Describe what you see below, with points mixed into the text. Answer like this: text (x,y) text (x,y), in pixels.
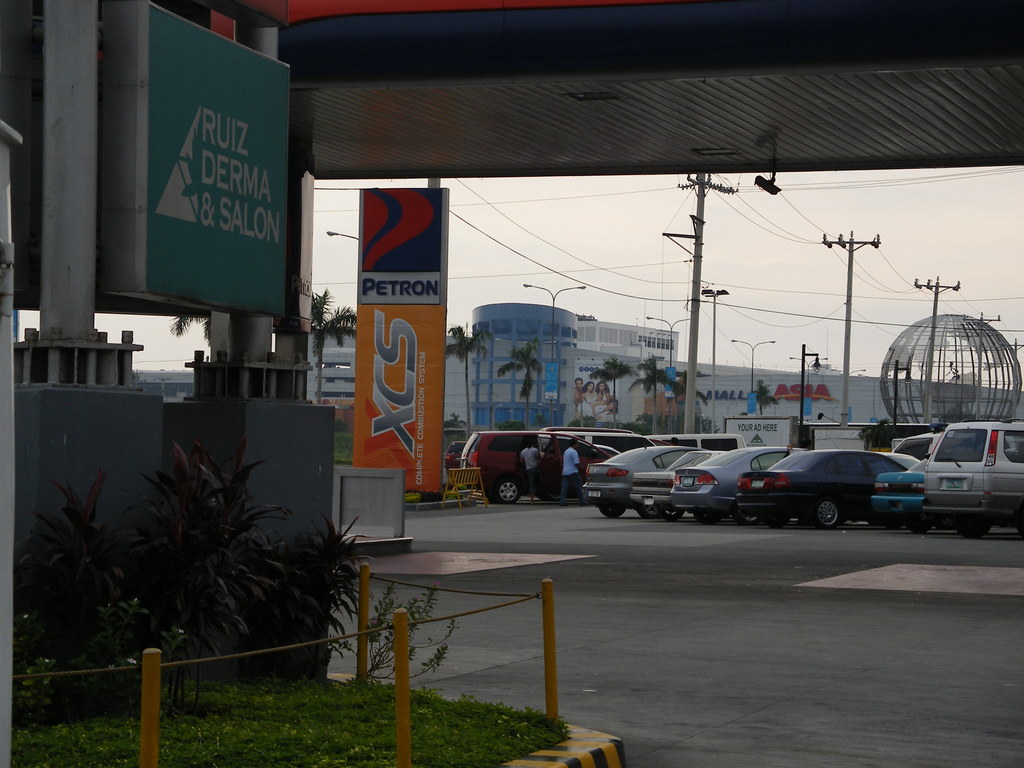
This picture is clicked outside. In the foreground (482,711) we can see the green grass (271,720), plants (259,665), metal rods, text (395,336) on the banners (364,295), pillars (129,344), roof (546,133) and some other objects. In the background (872,345) we can see the sky (916,250), cables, poles (677,244), vehicles (640,447), buildings (836,391), pictures (605,399) and text (772,425) on the banners (605,397) and some other objects (925,371) and group of persons (570,467).
